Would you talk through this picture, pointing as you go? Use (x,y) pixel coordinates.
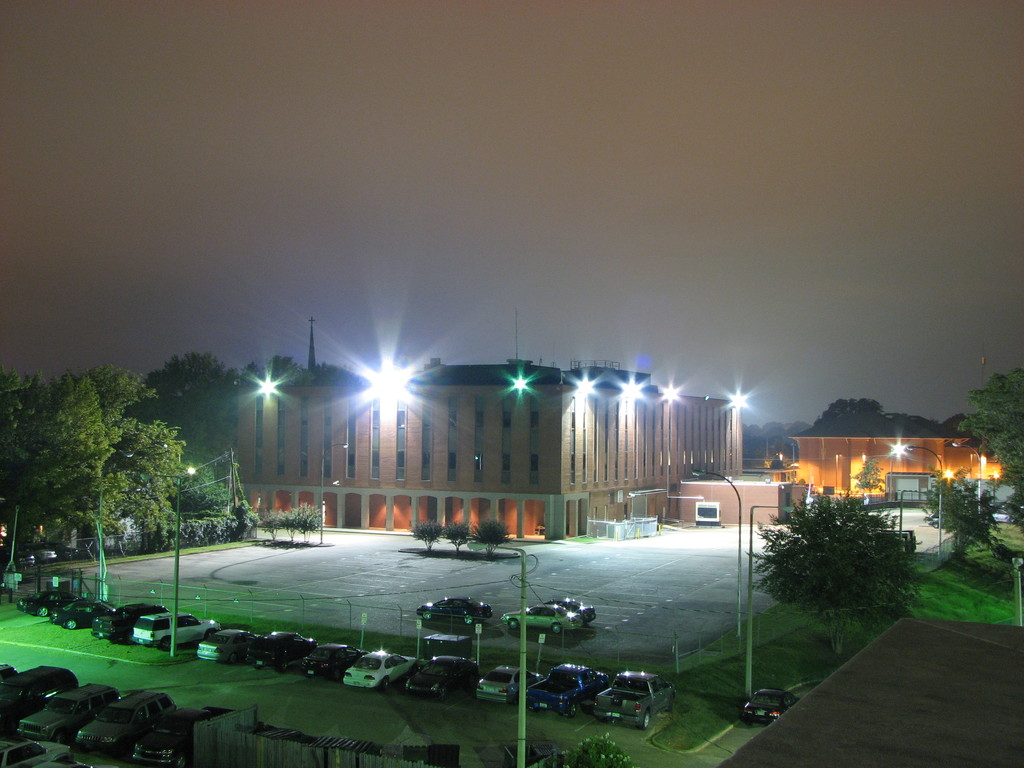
In this image on the foreground (559,686) there are many cars (436,686) parked. In the background (508,482) there are buildings (643,443), trees (244,374), lights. The sky (911,389) is hazy.
